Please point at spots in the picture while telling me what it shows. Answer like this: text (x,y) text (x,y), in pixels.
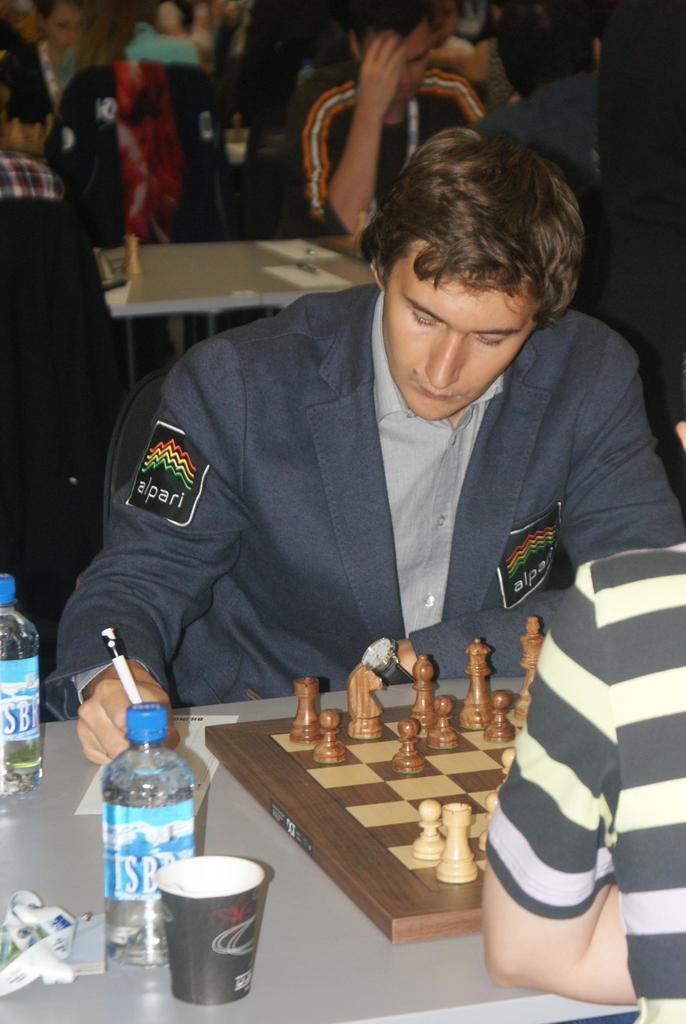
As we can see in the image there are few people (657,298) sitting. In the front (247,812) there is a table (282,949) and a chess board (360,797). On table (343,953) there are bottles (108,788) and a glass (197,934).
